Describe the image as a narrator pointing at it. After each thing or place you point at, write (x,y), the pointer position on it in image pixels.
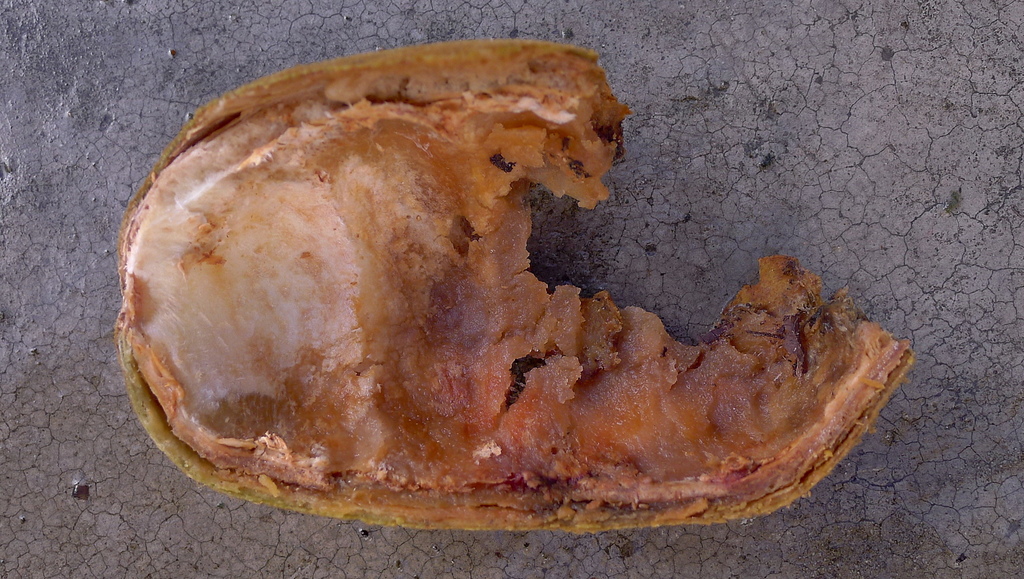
In the image in the center (530,273), we can see some food item (482,343), which is brown in color.
